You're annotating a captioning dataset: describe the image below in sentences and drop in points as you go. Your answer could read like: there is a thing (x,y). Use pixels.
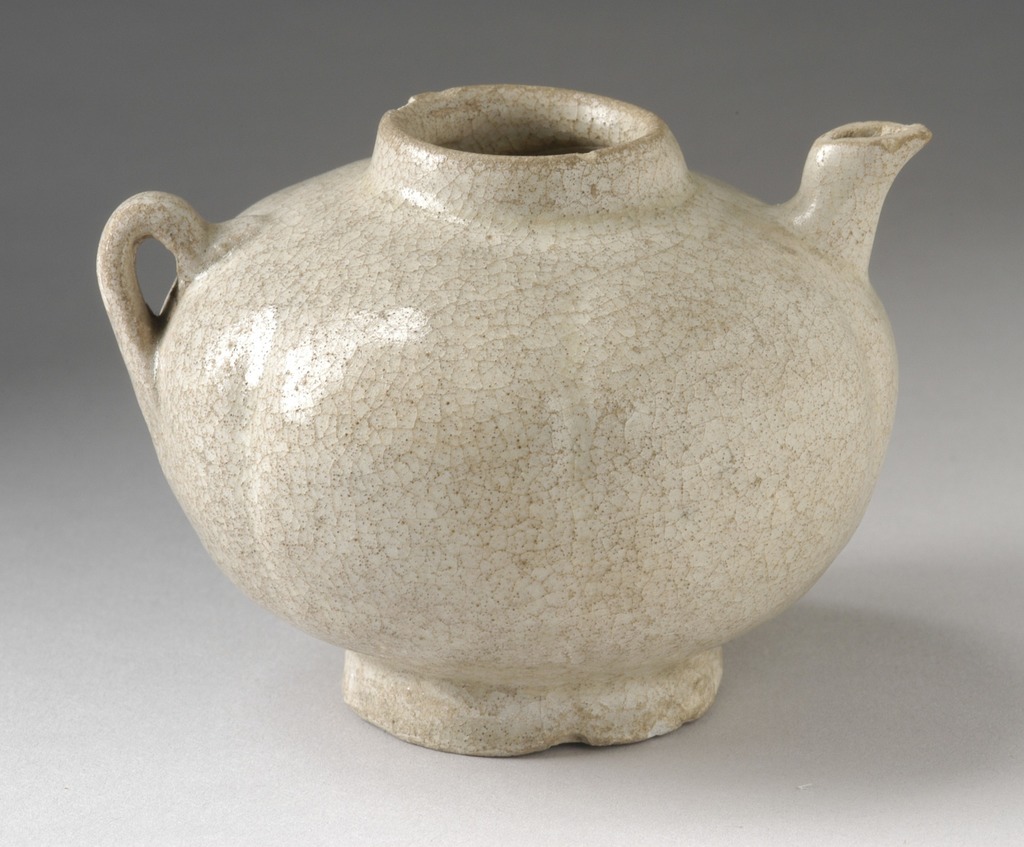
In this image in the center (412,494) there is one pot (883,311), and at the bottom (152,738) there is white color table (151,718).
